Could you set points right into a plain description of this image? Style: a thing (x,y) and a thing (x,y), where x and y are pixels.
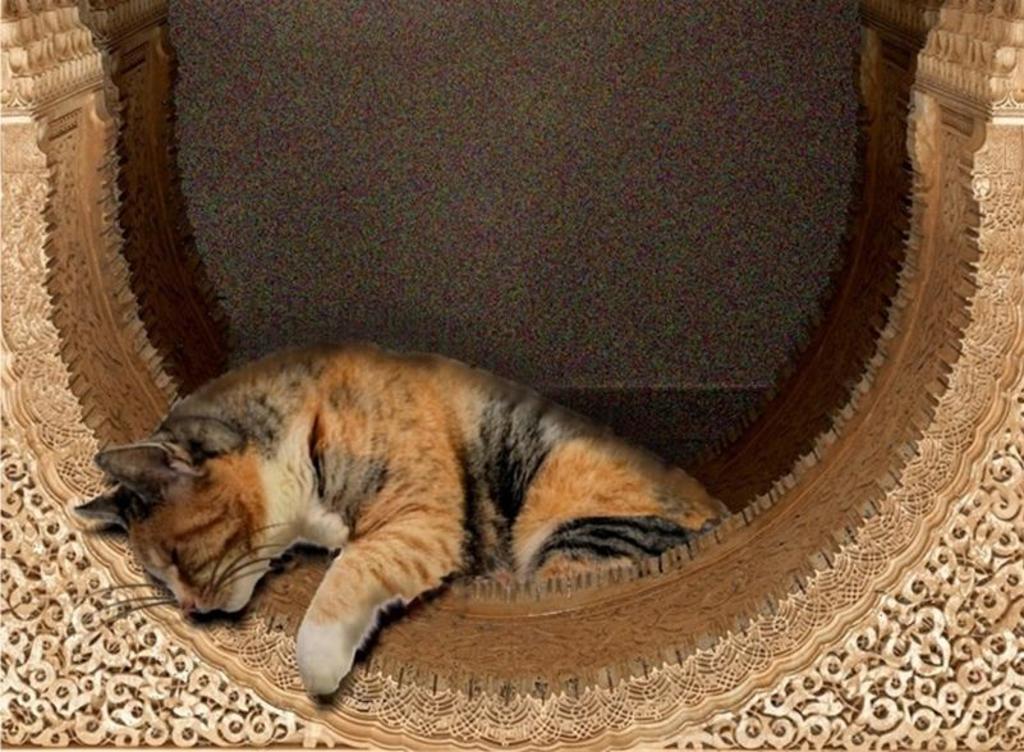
In this picture we can see a cat (456,447) and designed wooden object (177,647). In the background of the image (777,92) it is blurry and we can see wall (574,260).
